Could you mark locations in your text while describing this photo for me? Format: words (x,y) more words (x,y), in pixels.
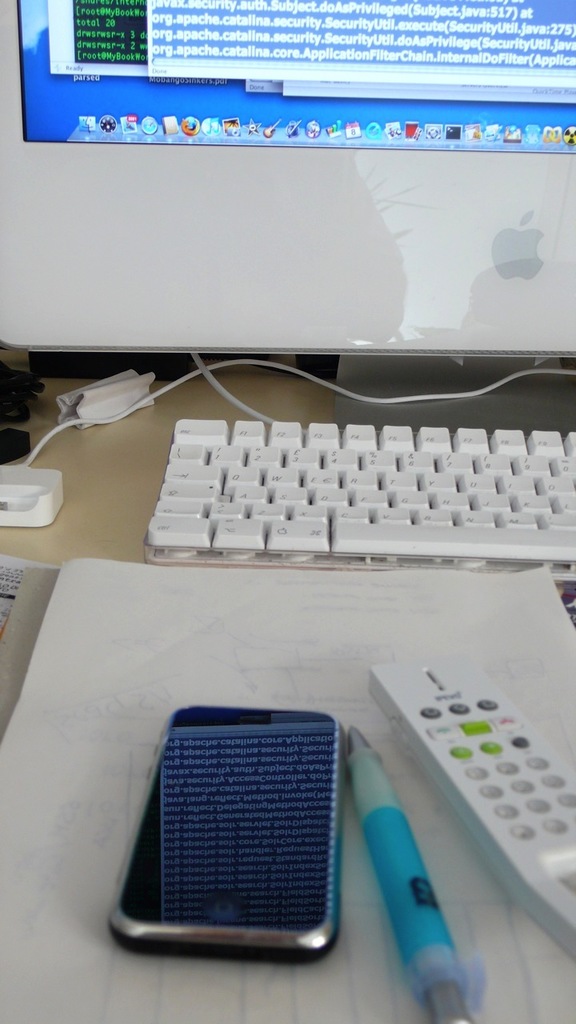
In this picture there is a computer (256,467), mobile (258,754), remote (535,868) and a pen (426,947) placed on a computer table (82,542). We can observe some wires (330,384) on the table (160,451). There is a book (131,665) here.
